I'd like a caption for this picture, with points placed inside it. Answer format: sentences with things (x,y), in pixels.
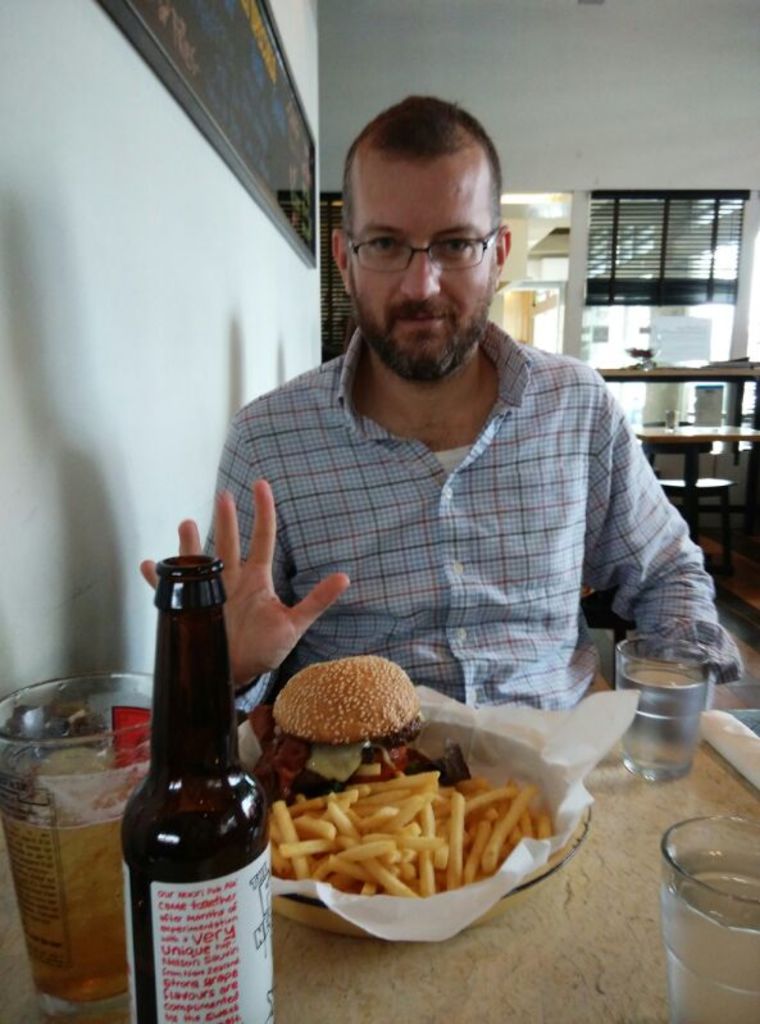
In this picture we can see man (380,553) sitting on chair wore spectacle (470,247) and in front of them on table (598,855) we have bottle (227,834), fries (327,826), burger (358,715) on tray (506,753) with tissue paper (445,746) and beside to this bottle (230,794) we have glass (89,867) with drink (75,865) in it and in the background (580,132) we can see wall (589,139), window (623,235), tables (650,371), frame (216,90).
